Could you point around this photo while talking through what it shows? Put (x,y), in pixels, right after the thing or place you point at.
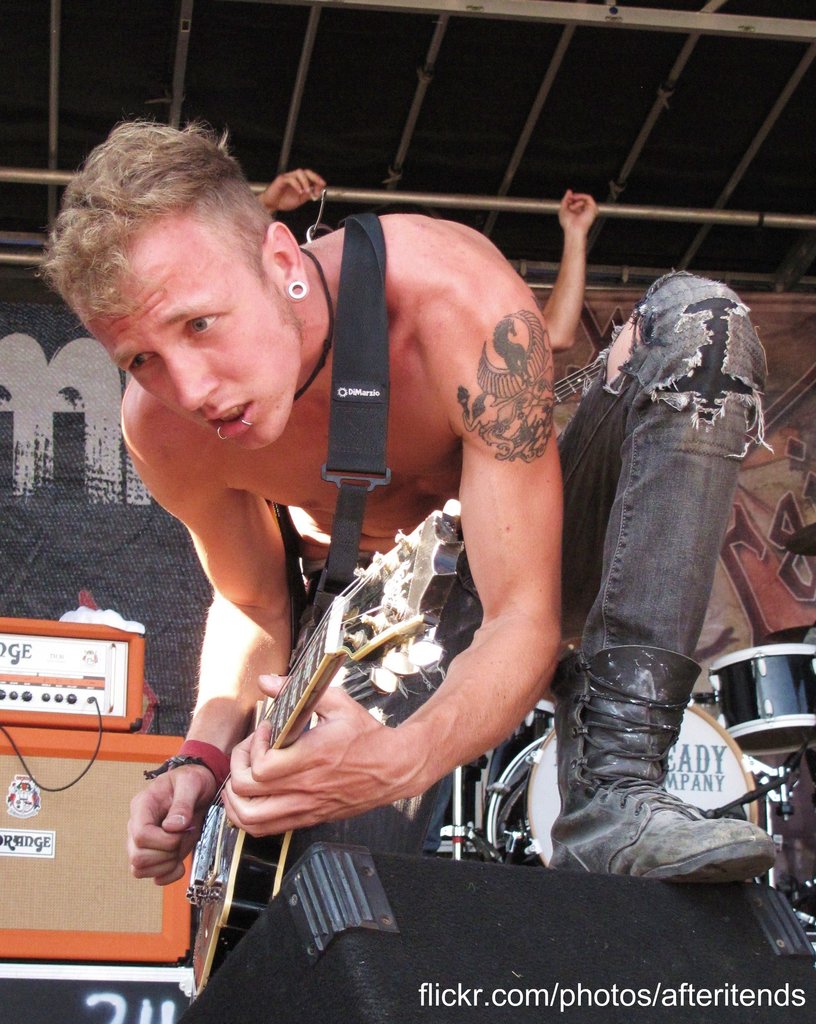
This picture shows a man (208,438) bending over and playing a guitar (201,980).
